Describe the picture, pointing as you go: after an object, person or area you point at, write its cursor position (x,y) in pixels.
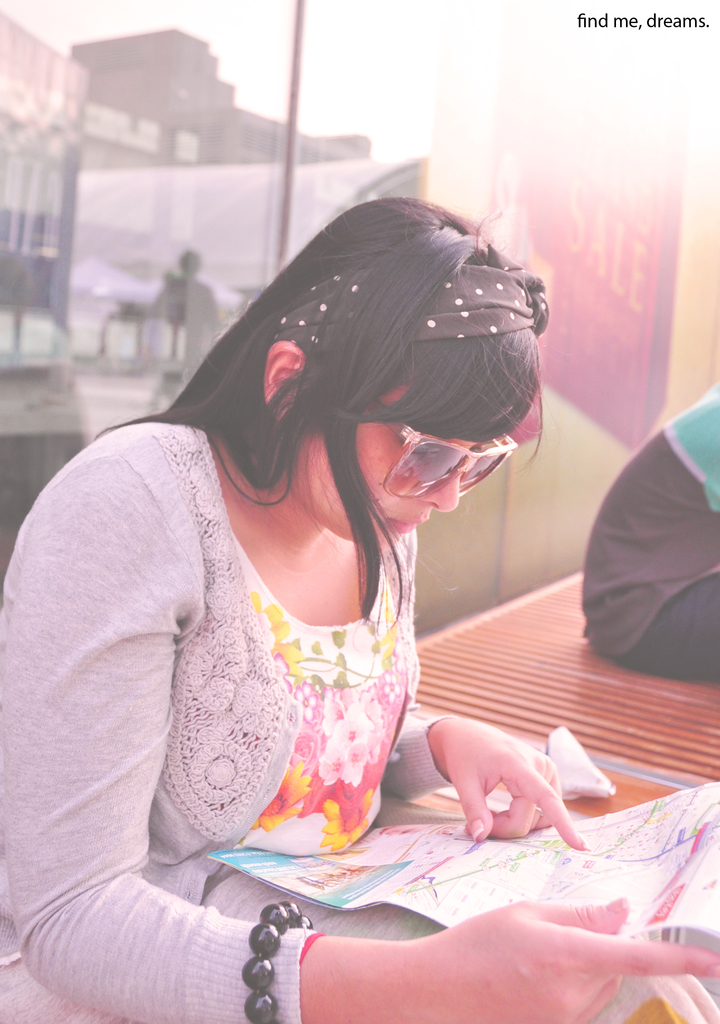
In this image there is a lady (250,877) sitting on a chair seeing a paper (467,912), beside the lady (495,933) there is a table (576,651) on that table (586,660) there is a person (663,463) sitting, in the background (378,71) it is blurred, in the top right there is text (595,25).
